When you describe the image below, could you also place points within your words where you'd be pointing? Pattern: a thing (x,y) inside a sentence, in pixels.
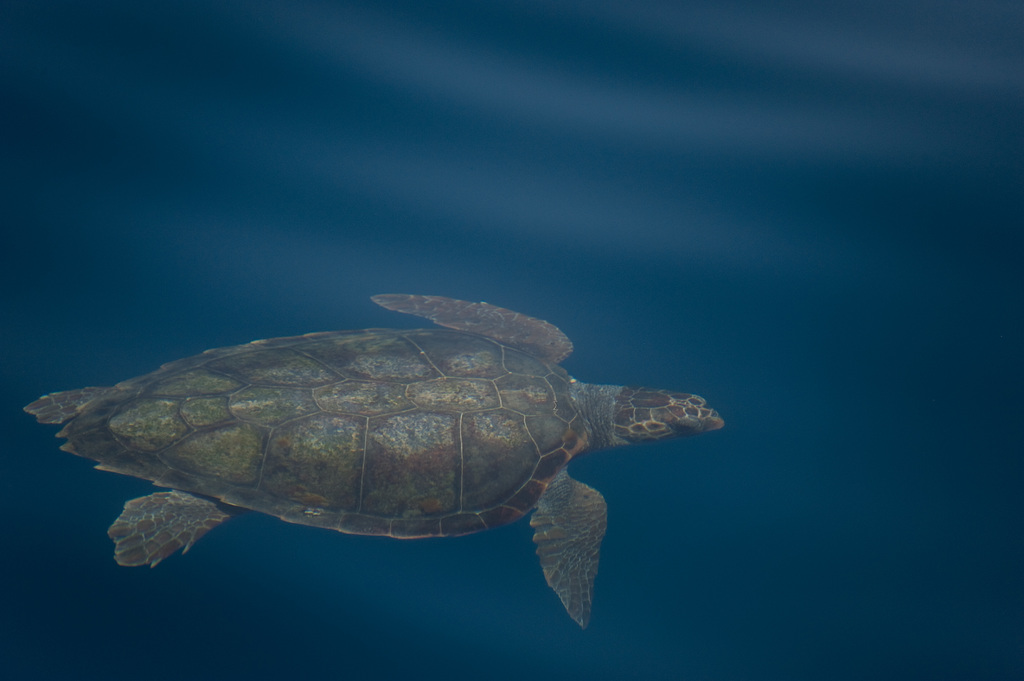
In this image there is a turtle (362,468) in the water (716,263).
